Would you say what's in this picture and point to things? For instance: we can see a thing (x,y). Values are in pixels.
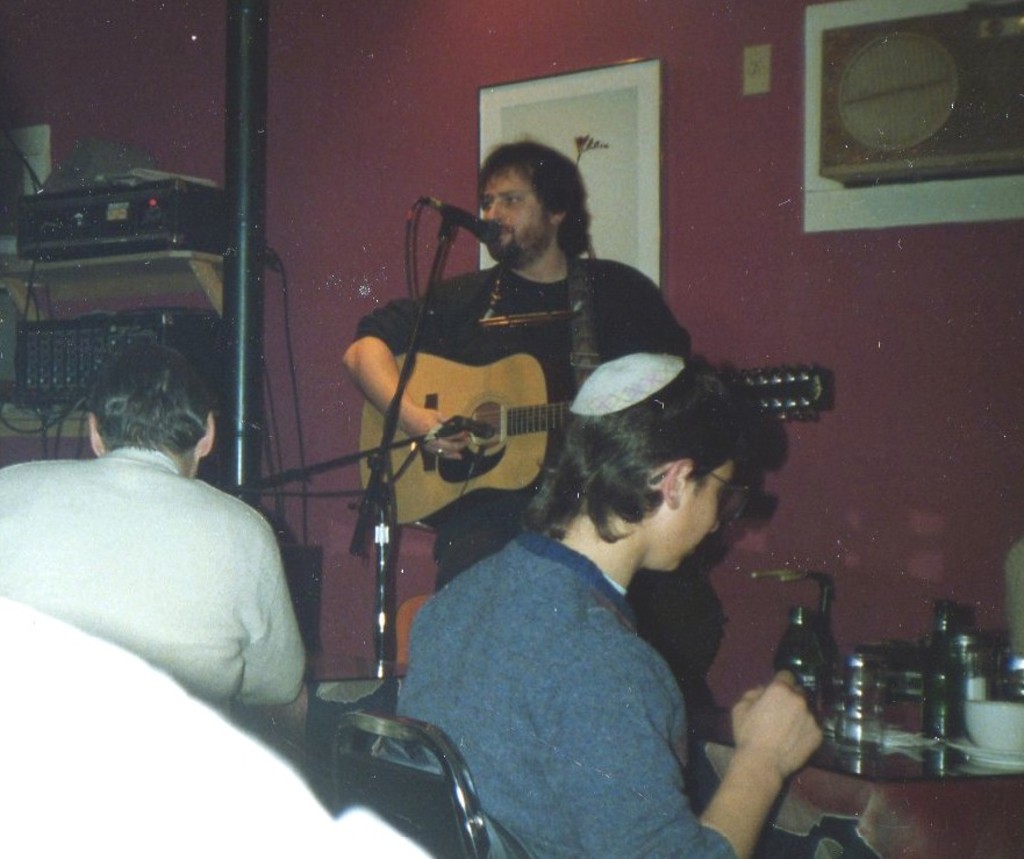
There are three men (458,682) in a room (859,388) one of them is playing guitar (415,494) and singing on a microphone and another man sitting behind the table (936,812) with some jars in it.
